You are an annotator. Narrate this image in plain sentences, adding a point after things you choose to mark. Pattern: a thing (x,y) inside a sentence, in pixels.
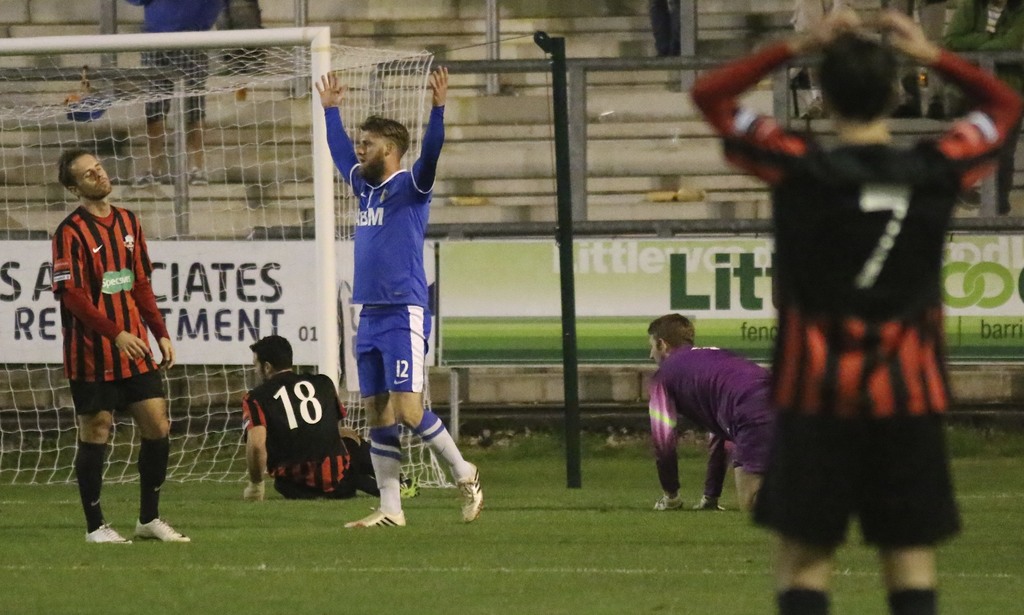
In this image, we can see people (396,488) wearing clothes (107,289). There is goal post (201,328) on the left side of the image (236,227). There is a pole (573,354) and board (636,261) in the middle of the image (501,342).
